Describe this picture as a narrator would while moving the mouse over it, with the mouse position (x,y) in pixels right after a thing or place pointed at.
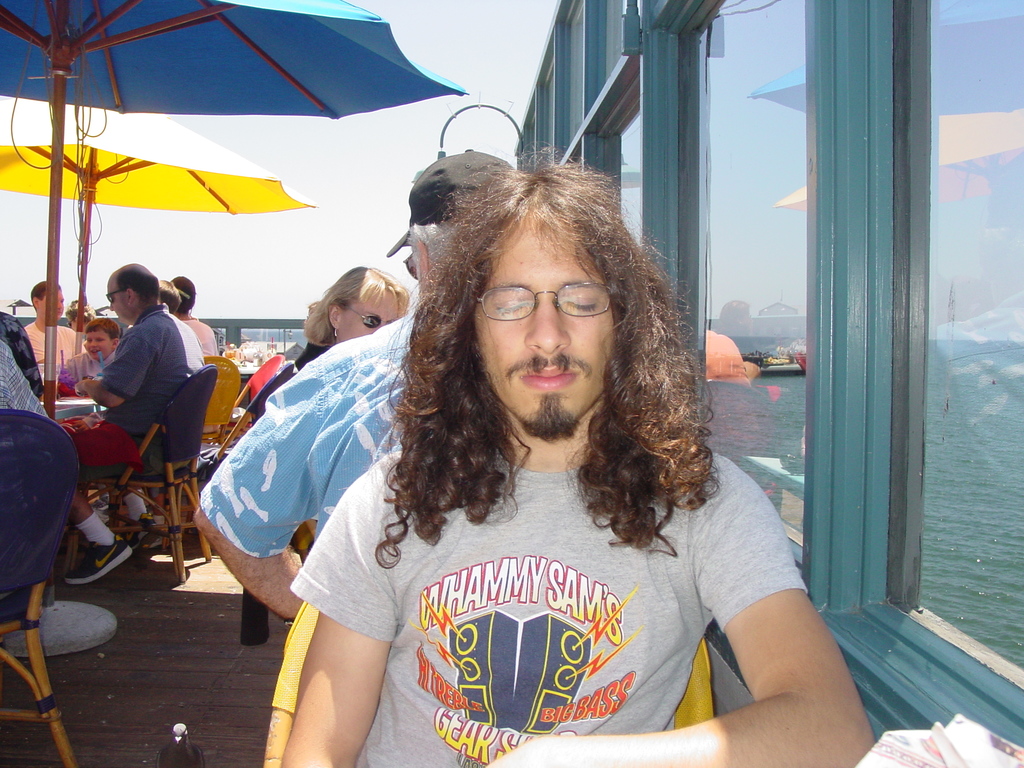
There are people (256,484) sitting on the chairs (191,431) as we can see on the left side of this image (66,471). Glass windows (784,233) are present on the right side of this image (774,407). There is a sky (392,210) in the background (390,143). We can see umbrellas (102,153) on the left side of this image (110,171).
